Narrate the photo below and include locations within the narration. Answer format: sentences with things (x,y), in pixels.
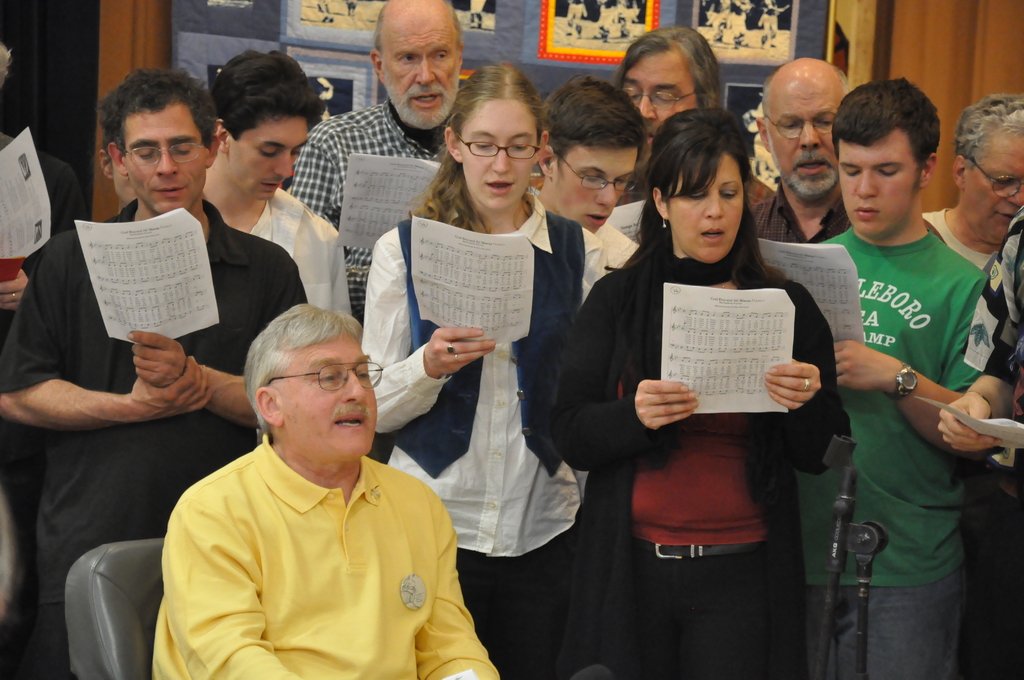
In this image, there are a few people (600,405). Among them, we can see a person (205,520) is sitting on a chair (113,630). We can see some stands (860,671). In the background (945,106), we can see some wood (926,34). There are a few posters (736,50) with images (715,35).
